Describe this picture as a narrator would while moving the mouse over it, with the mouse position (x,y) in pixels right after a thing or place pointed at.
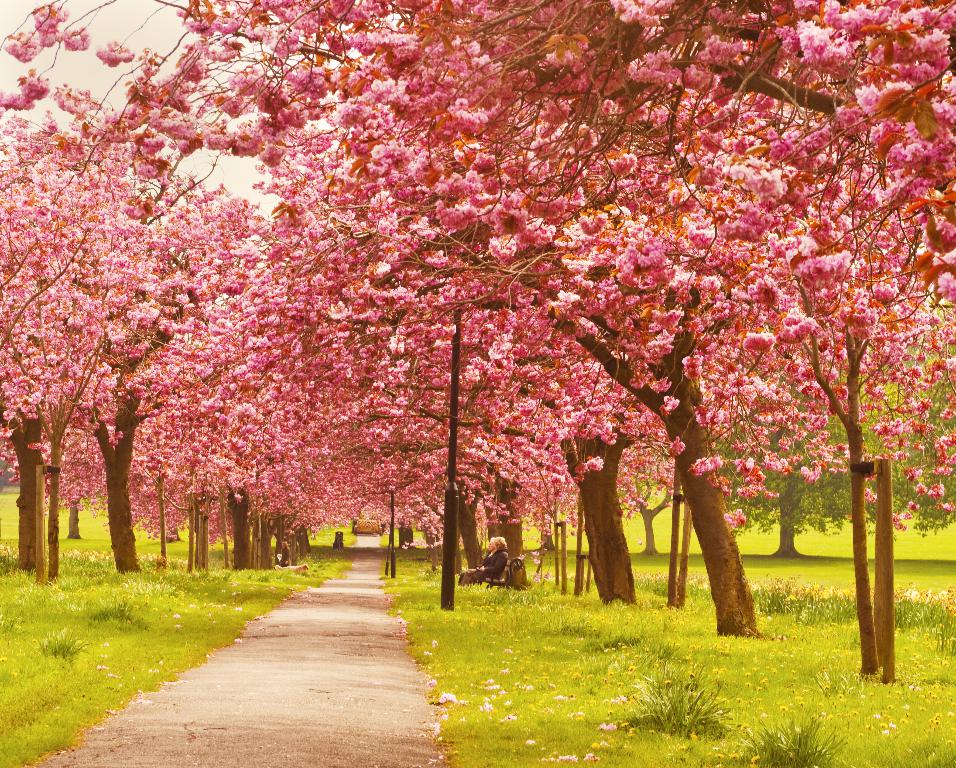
In this image there are trees (722,452), beneath the trees (504,452) there is a lady (488,576) sitting on a bench (502,584), in front of her there is a path (315,710).
